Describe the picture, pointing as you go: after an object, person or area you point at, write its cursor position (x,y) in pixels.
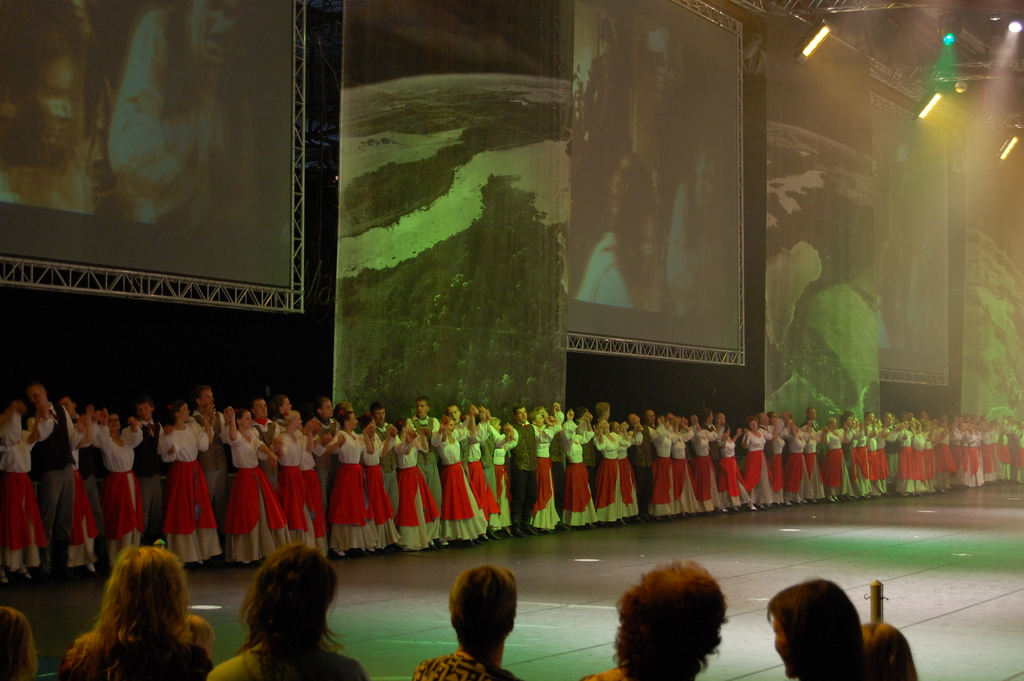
In the image I can see there are so many people (78,554) in same costume (78,554) are standing on the stage (957,539) behind them there are some paintings (366,212) on the wall (70,295) also there are some other people (668,612) in-front of the stage (526,573).
